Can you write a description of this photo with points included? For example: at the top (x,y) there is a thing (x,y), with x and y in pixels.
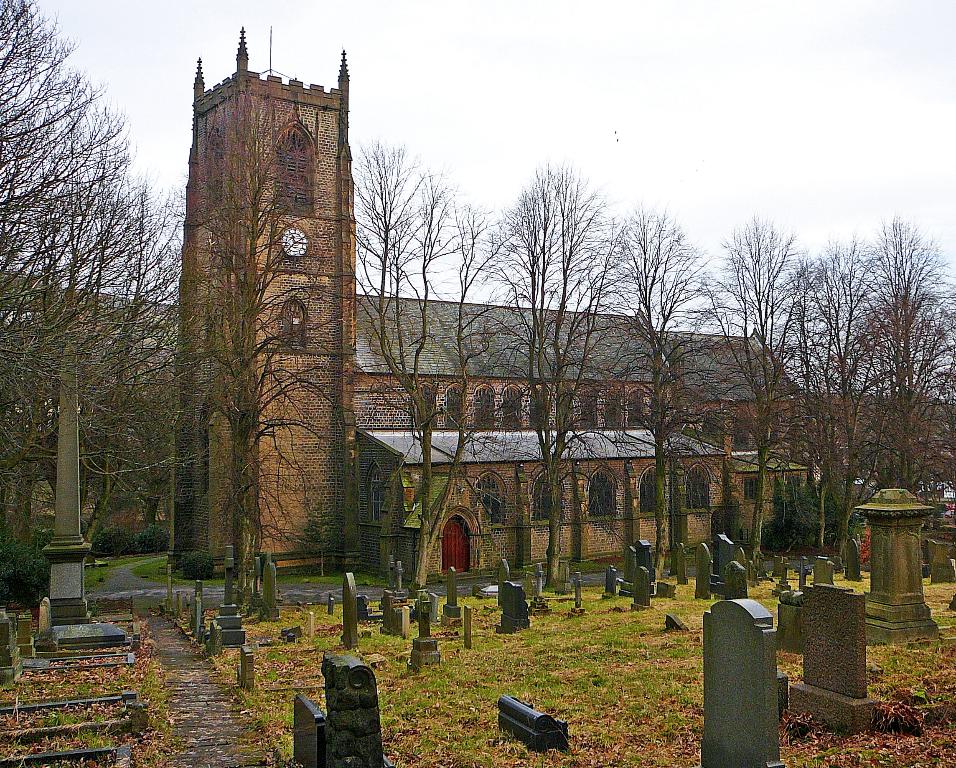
In this image in front there are gravestones (738,700). At the bottom of the image (587,660) there is grass (588,649) on the surface (595,643). In the background (495,438) there are buildings (428,354), trees (692,299) and sky (751,67).
